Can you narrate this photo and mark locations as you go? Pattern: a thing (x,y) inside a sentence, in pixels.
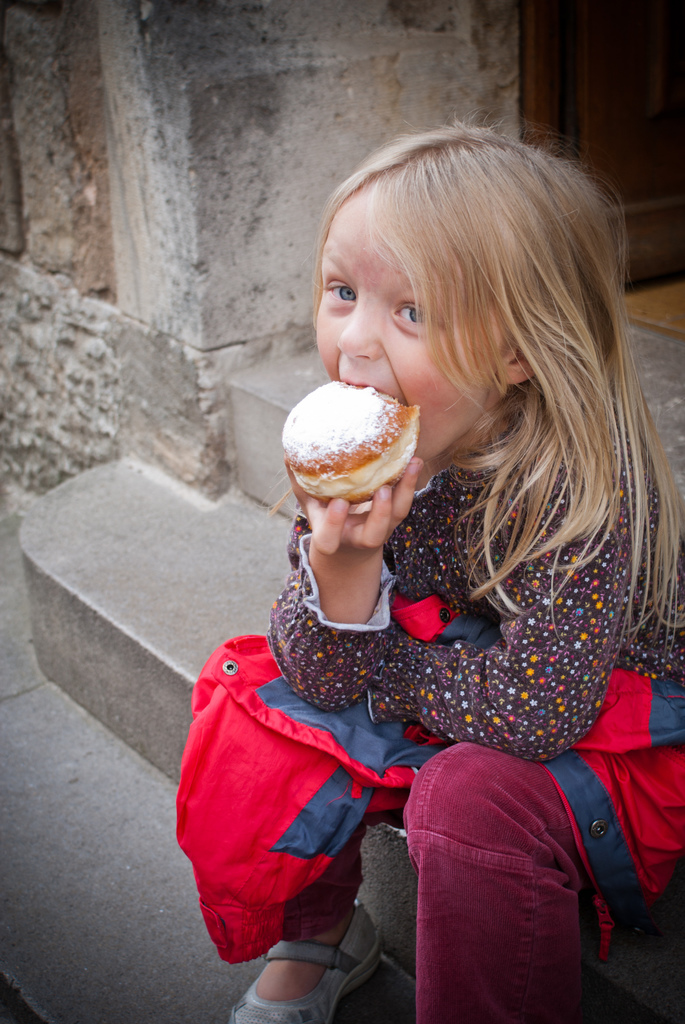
In this picture we can see a girl (436,407) sitting and eating on a stair cases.
